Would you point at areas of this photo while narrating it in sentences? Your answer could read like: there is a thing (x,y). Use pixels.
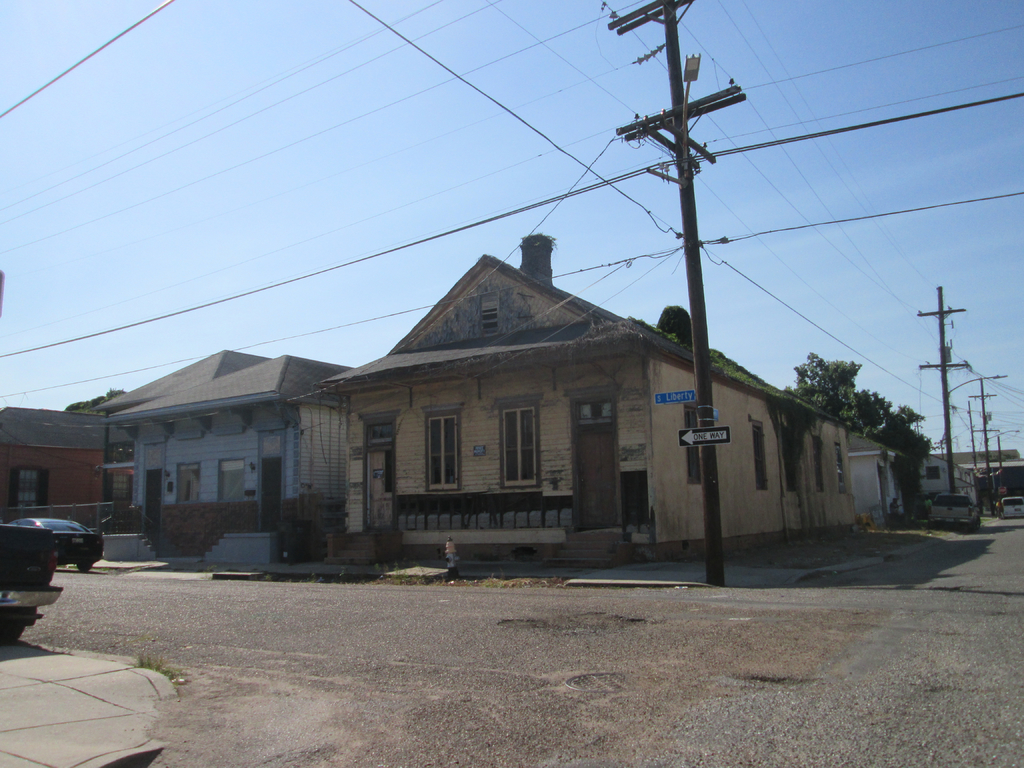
In this image we can see vehicles (85,526) on the road (399,647) on the left (35,549) and right side and in the background (184,396) there are houses (189,433), windows (123,479), doors (592,401), boards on a pole (697,254), wire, street lights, poles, trees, hydrant (453,545) and sky (445,145).
